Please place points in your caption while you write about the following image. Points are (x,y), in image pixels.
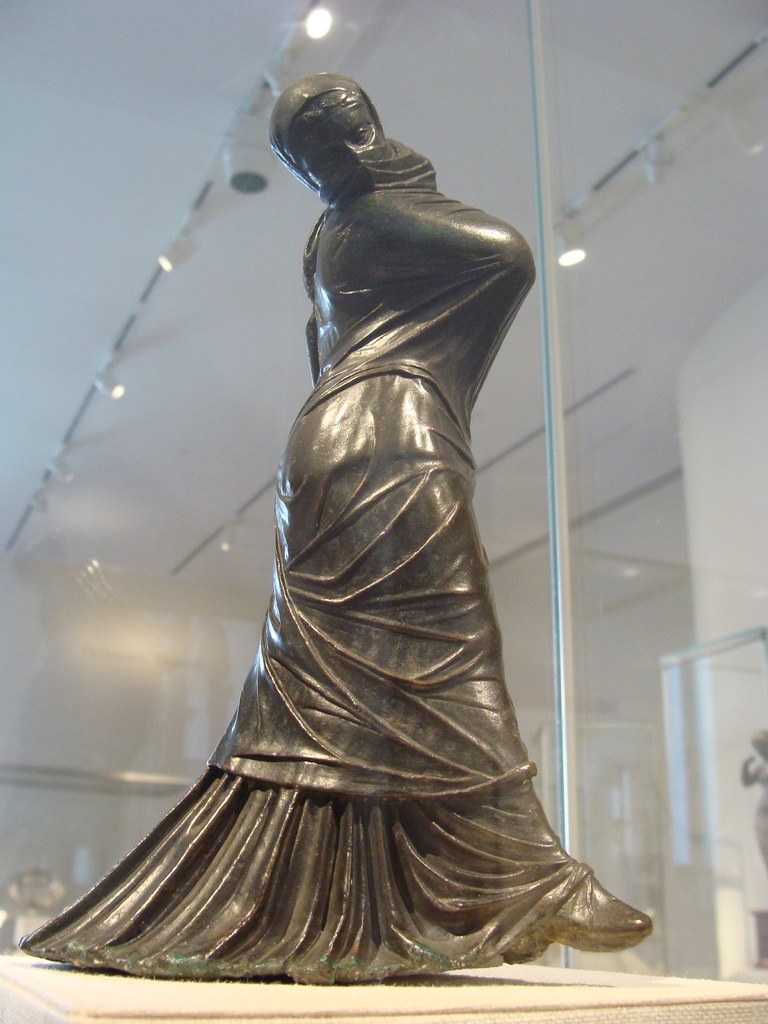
This is the picture of a statue (418,929) and to the side there is a glass wall (764,388).
